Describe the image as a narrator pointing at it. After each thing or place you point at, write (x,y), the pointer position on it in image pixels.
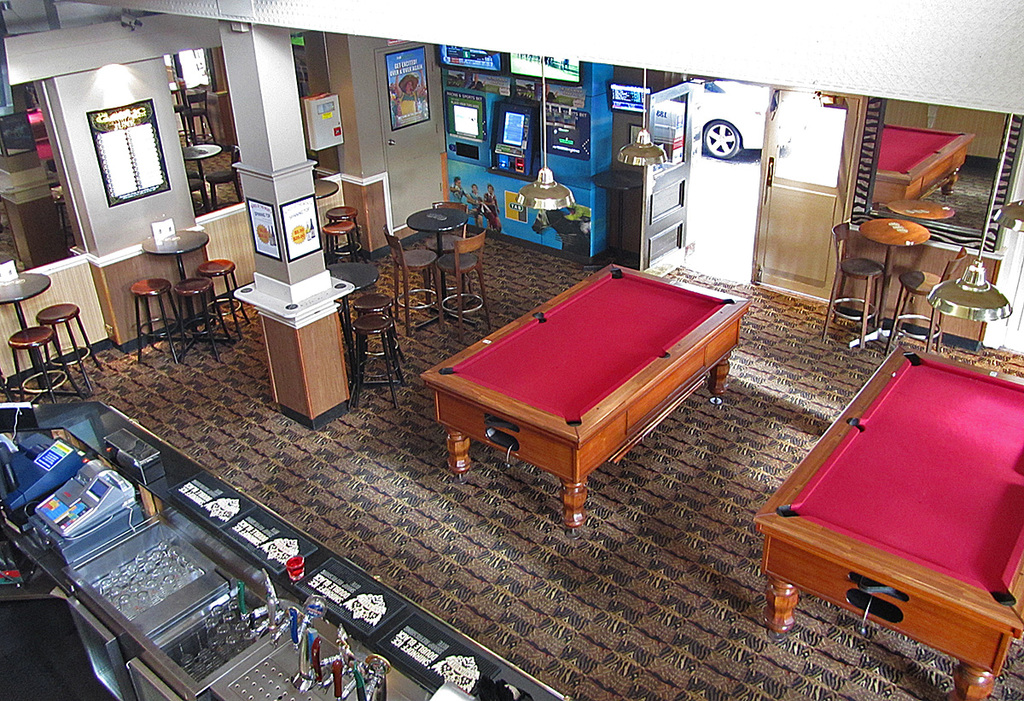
In this picture there are two snooker boards (822,448). There is a desk (169,519) in the left side (229,566) and there are some chairs (412,252) and table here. In the background (754,124), there is a machine (497,158) and a door (650,232) through which a vehicle (745,144) can be seen.
